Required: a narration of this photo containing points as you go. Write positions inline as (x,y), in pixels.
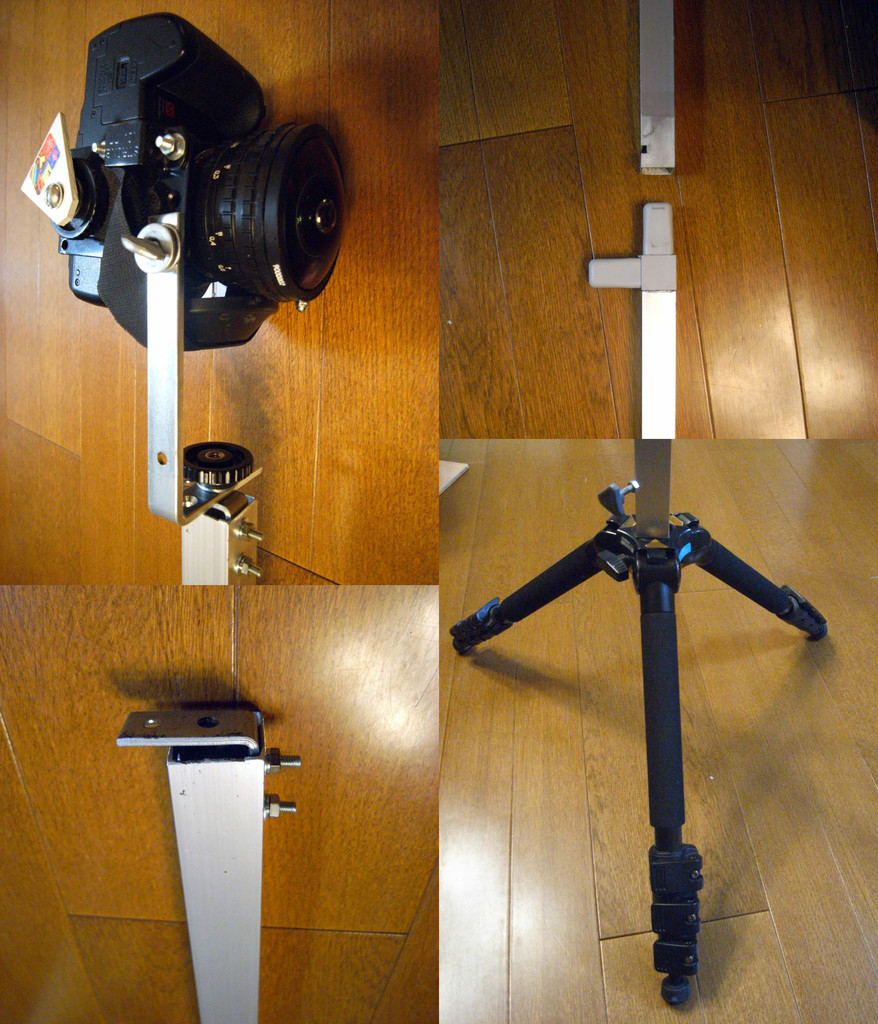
This is a collage picture, in this picture we can see a stand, camera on a platform (546,763).
